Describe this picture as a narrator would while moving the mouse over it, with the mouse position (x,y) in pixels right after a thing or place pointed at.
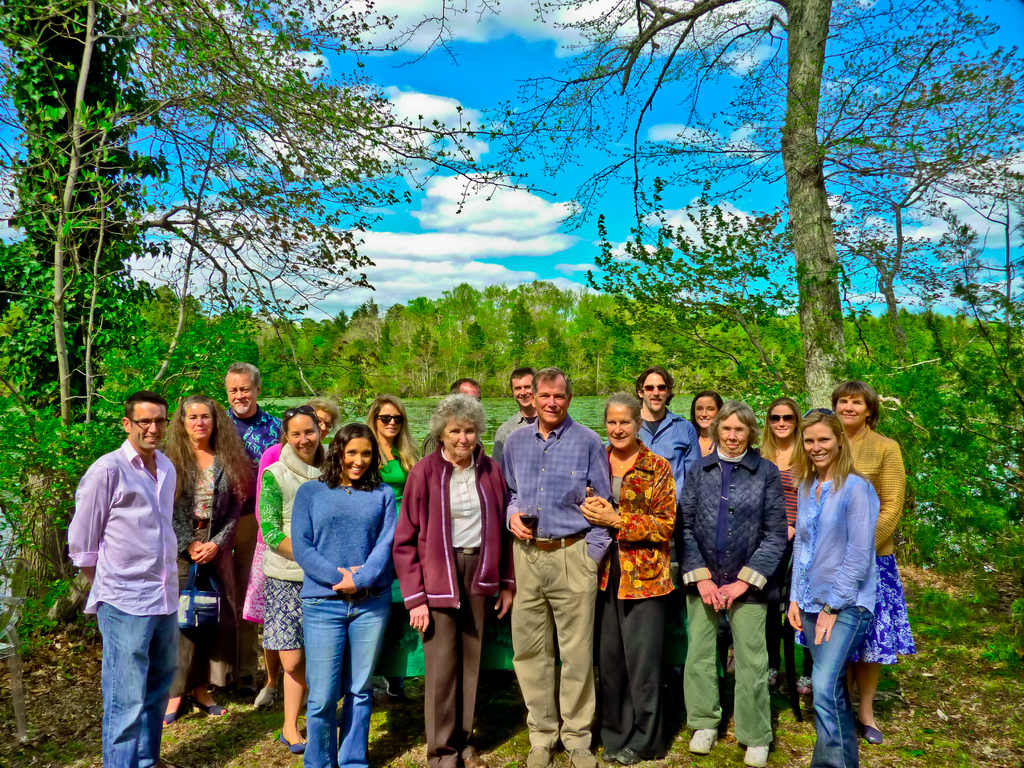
In this image we can see people (369,619). There are trees (603,357) and plants (438,390). In the background (474,206) we can see cloudy sky (493,92).
